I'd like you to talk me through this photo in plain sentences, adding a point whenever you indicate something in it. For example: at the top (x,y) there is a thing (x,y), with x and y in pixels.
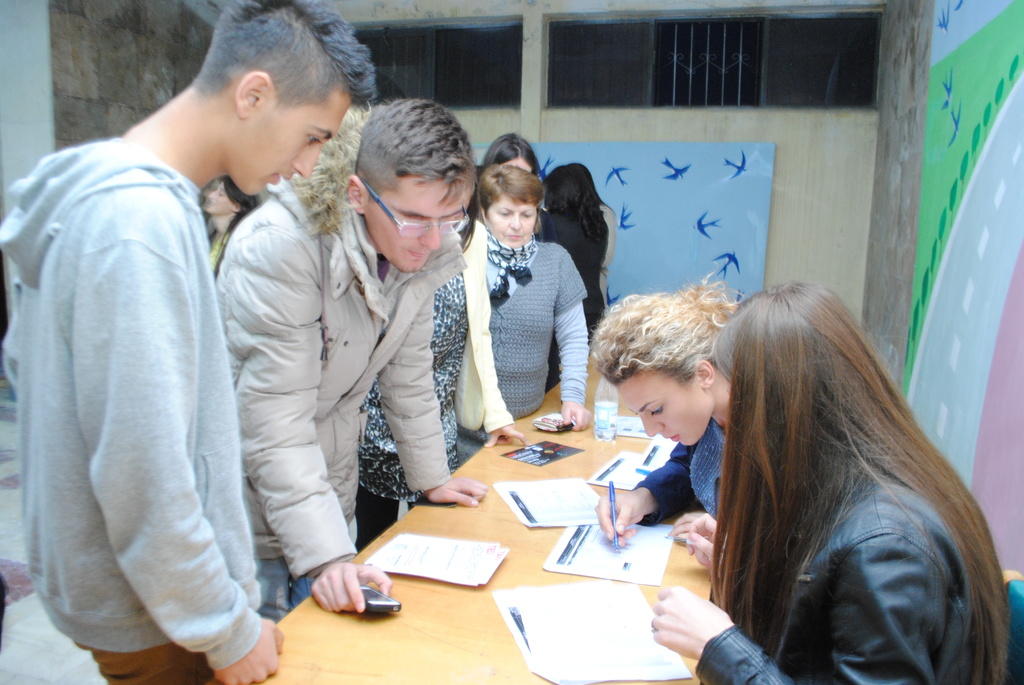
In this image we can see the woman (737,466) sitting in front of the table (573,466) and on the table (545,467) we can see the papers (591,479), bottle (606,399). We can also see a pen (613,494). We can see the people (252,303) standing on the floor (12,636). In the background (48,92) we can see the wall (675,122), window (752,70) and also the painting boards (724,191).
